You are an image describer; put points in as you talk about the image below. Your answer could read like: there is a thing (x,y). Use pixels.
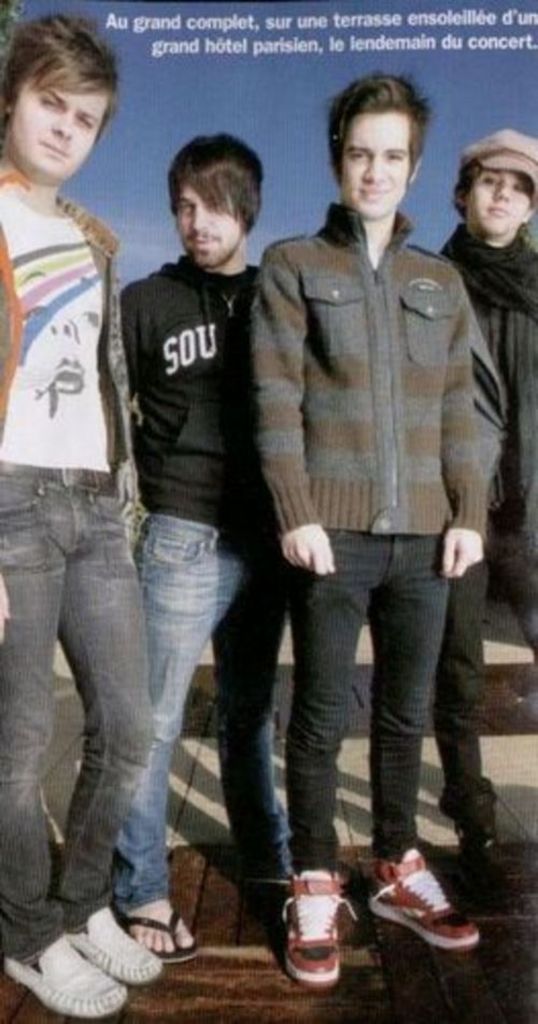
In this image there are group of persons (133,431) standing. On the top of the image (227,23) there are some text (337,30) written on it and in the center (334,556) there is a person (378,412) standing and smiling. On the top left (3,16) there are leaves (8,27) visible.
